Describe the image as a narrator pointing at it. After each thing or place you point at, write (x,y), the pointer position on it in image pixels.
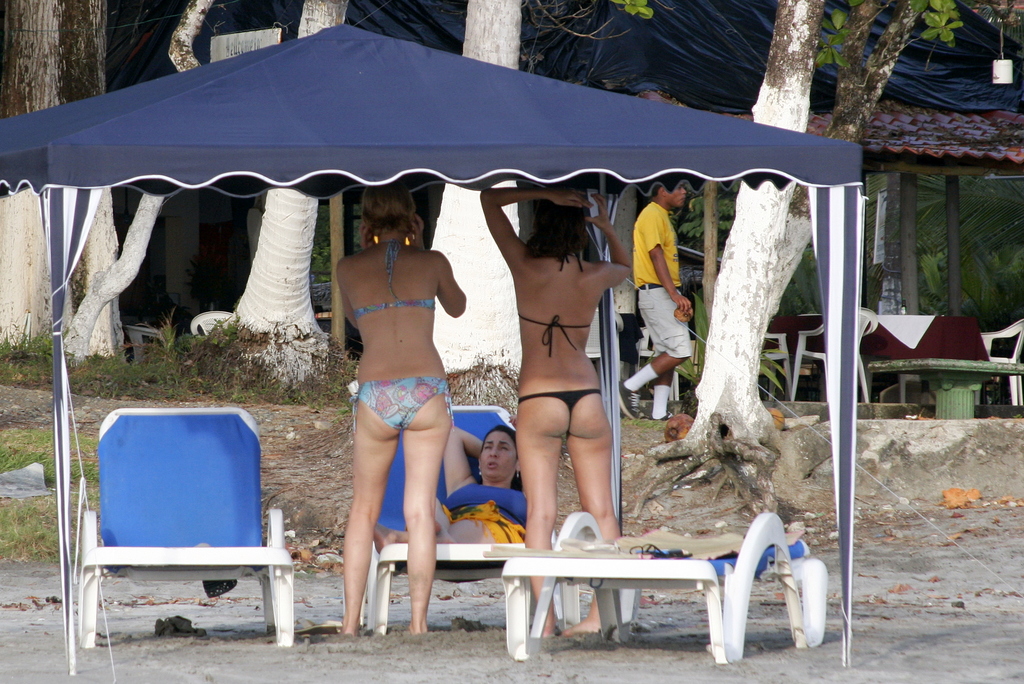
In this picture we can see four people (673,342) where two women (558,310) standing on the ground (483,630), woman (487,519) sitting on a chair (446,547), man (652,213) walking, tent (456,105), chairs (991,353), table (976,367), trees (50,87) and in the background (936,76) we can see a sheet (621,79) on a rooftop (1007,148).
